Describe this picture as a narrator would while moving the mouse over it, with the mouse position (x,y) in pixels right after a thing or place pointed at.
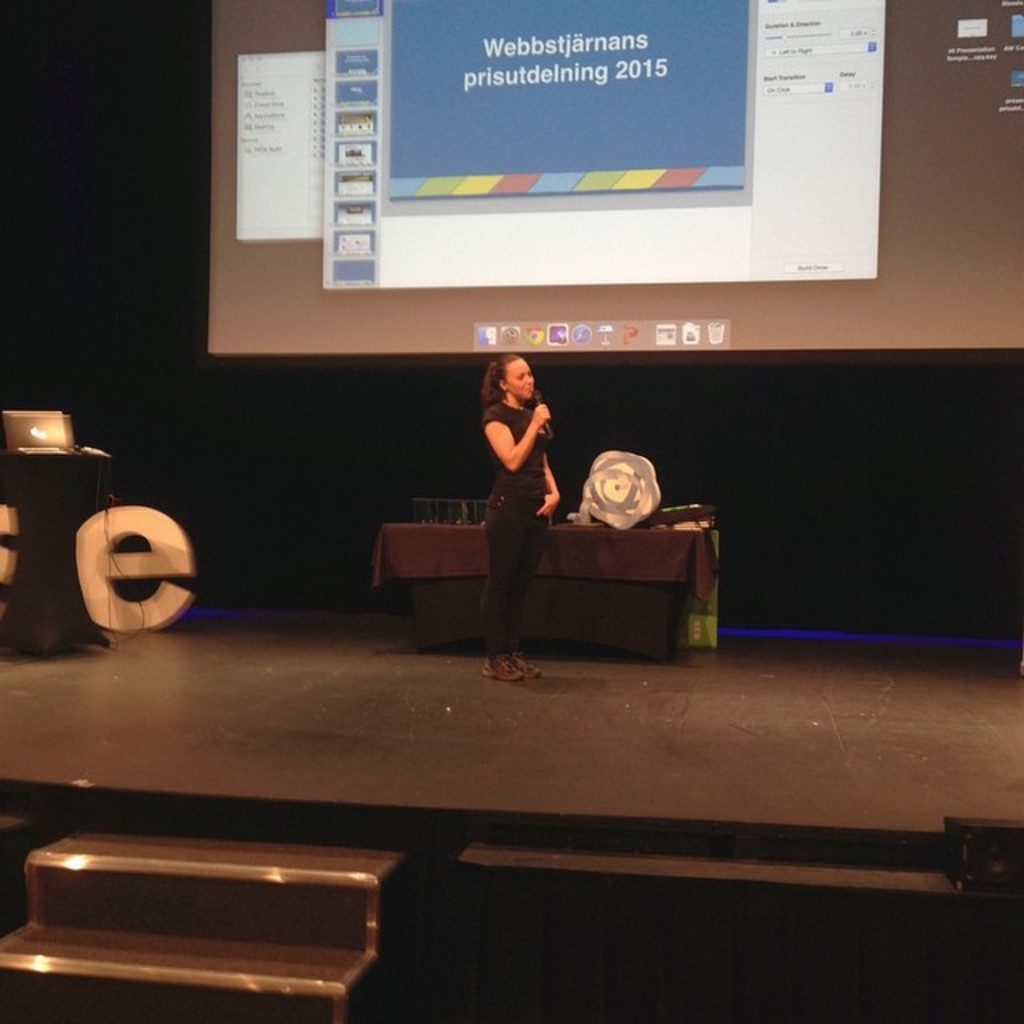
On this stage (432,706) a woman (519,530) is standing wore black t-shirt (542,447) and holding a mic (539,396). Backside of this woman (516,448) there is a screen (648,134) and table (552,573). On this table (607,553) there is a cloth (612,552) and things (613,495). On this podium (57,484) there is a laptop (45,419). A screen (691,223) is attached to the curtain (173,181).
